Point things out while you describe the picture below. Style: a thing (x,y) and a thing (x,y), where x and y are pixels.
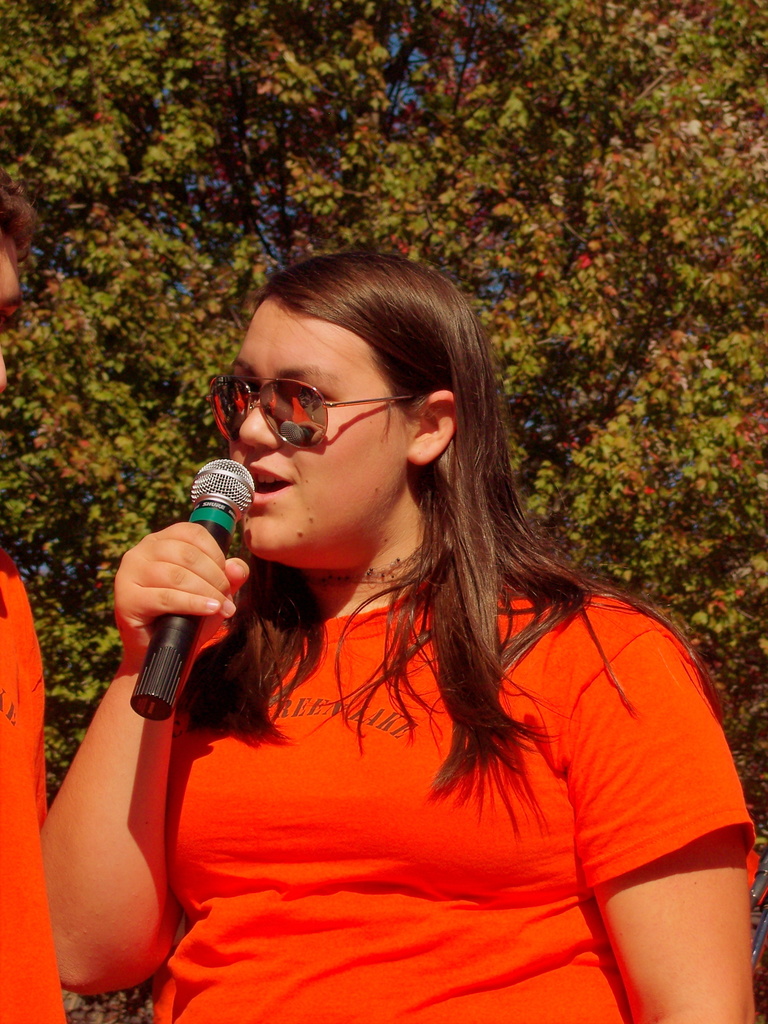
In the picture we can see a woman (515,553) holding a microphone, she is wearing a red T-shirt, in the background (130,393) we can see the trees (104,655).
